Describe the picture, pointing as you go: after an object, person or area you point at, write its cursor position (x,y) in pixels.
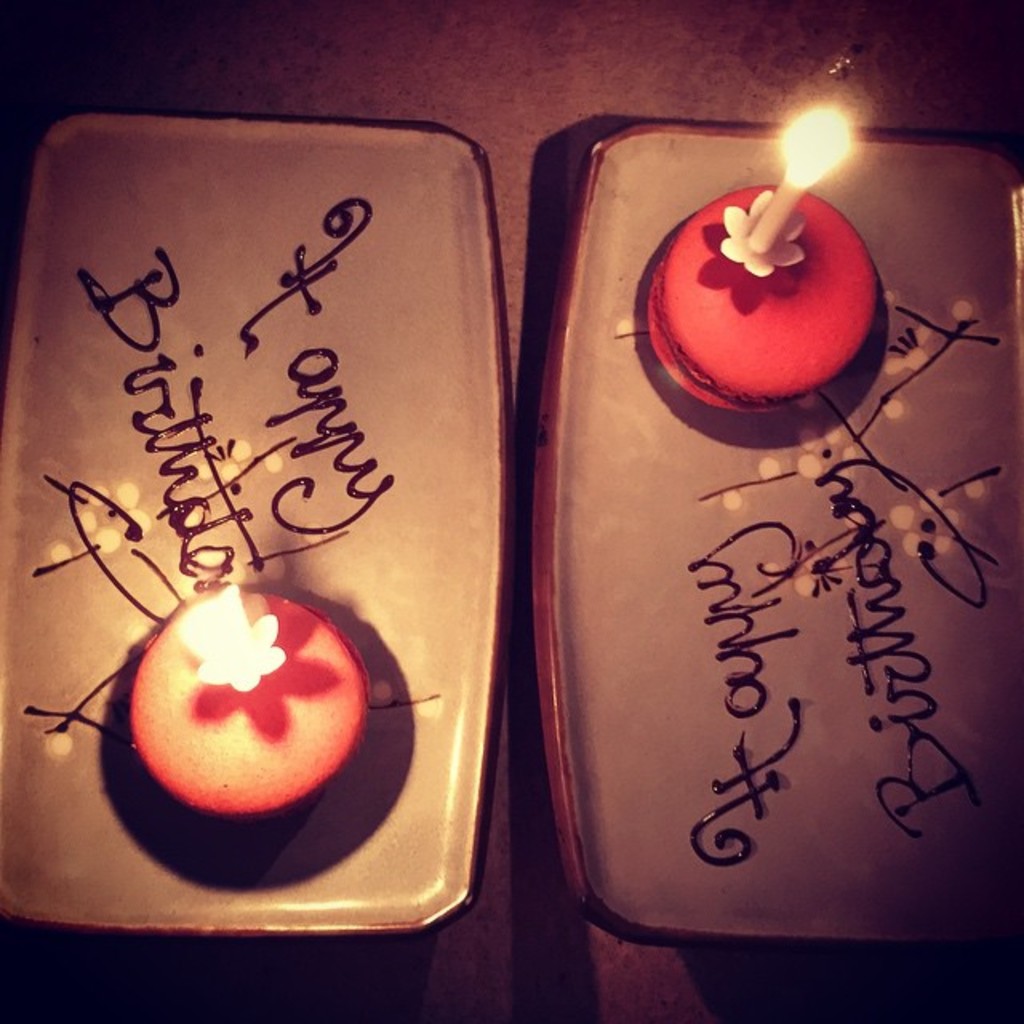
In this picture there are trays (360,292) on the right (756,440) and left side of the image (172,379), on which it is written as happy birthday and there are candles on the right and left side of the image (204,648).
